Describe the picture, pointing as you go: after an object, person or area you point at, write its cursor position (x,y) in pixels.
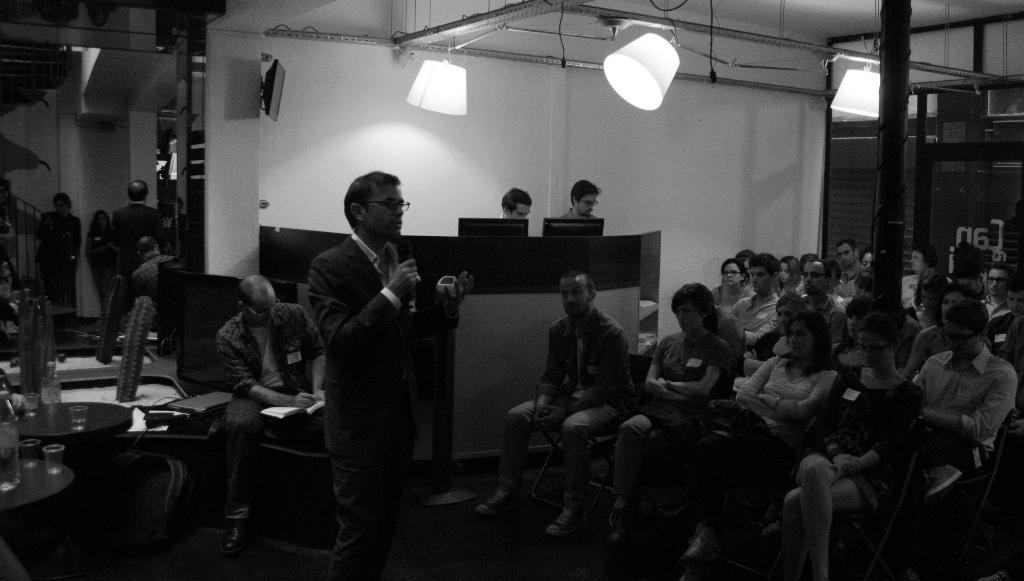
This is a black and white image and here we can see people (353,279) wearing id cards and some are sitting on the chairs (914,448) and holding some objects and we can see monitors (472,224), lights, stairs (24,246), railings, tables (101,415), glasses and some other objects (29,386) and there is a wall (639,130).
